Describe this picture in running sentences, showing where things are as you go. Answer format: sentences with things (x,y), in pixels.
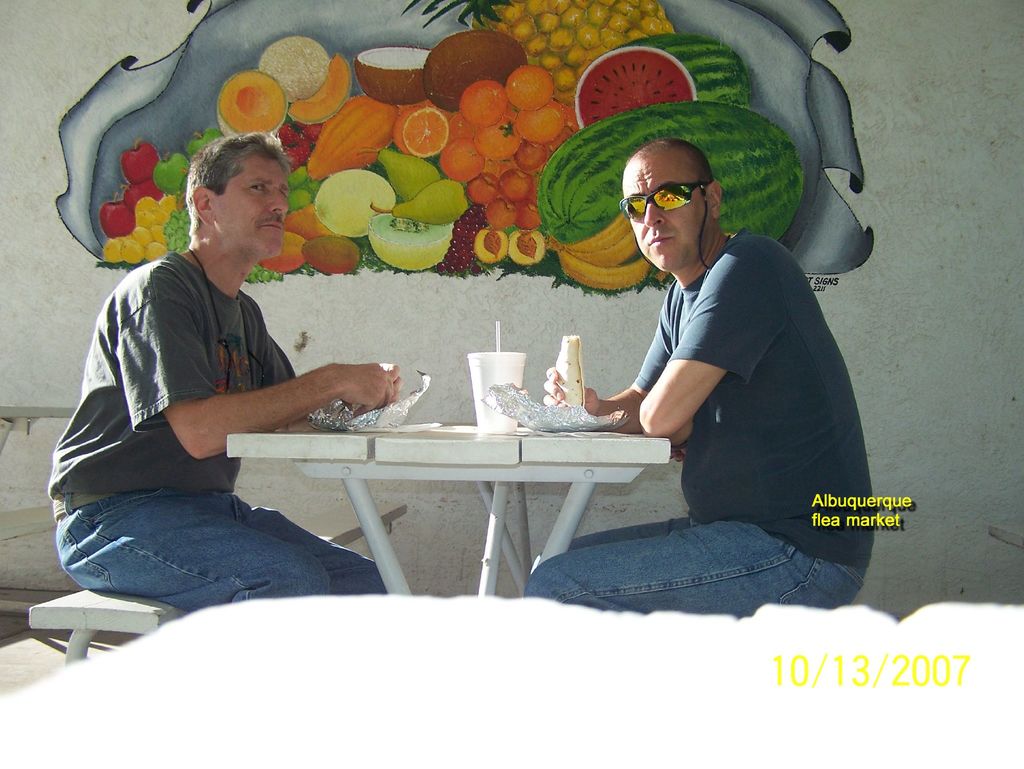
In this picture we can see two men (297,389) sitting in front of a table (562,478), there is a cup (498,418) present on the table (570,440), in the background (910,310) there is a wall (891,327), we can see painting (694,69) on the wall (929,294), there is some text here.
